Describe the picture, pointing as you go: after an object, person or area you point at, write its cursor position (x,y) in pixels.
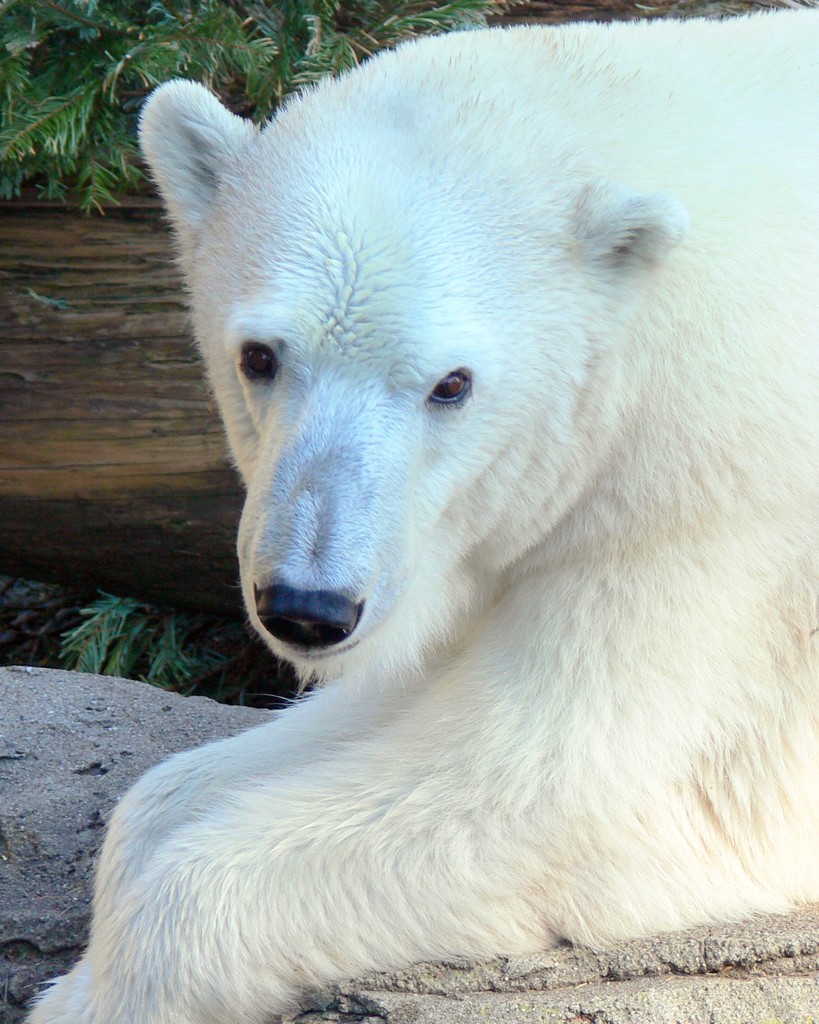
In this image I can see on the right side (675,644) there is an animal (481,562) in white color. On the left side (241,49) there are plants (23,32).
